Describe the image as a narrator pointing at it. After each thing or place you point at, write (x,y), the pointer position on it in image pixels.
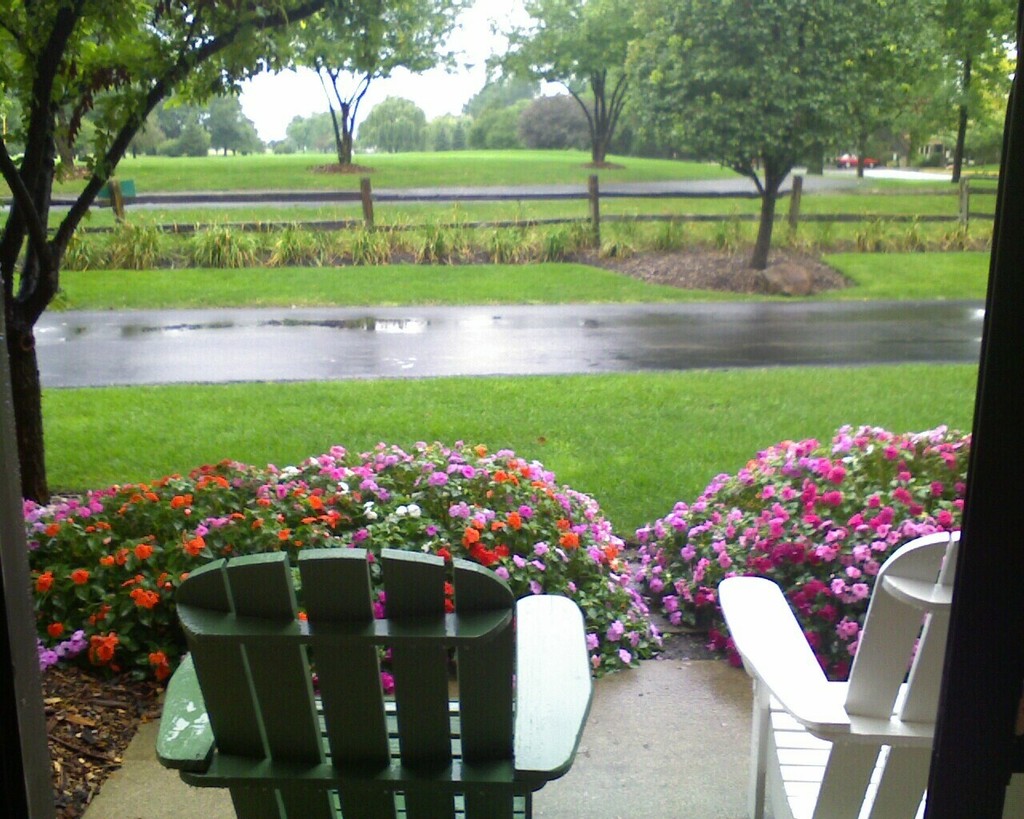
At the bottom of the image (755,699) there are chairs (810,675) and we can see shrubs (725,503). There are flowers (869,567). In the background (192,422) there is a fence (273,198), trees (850,26), grass (374,240) and sky (457,101).
